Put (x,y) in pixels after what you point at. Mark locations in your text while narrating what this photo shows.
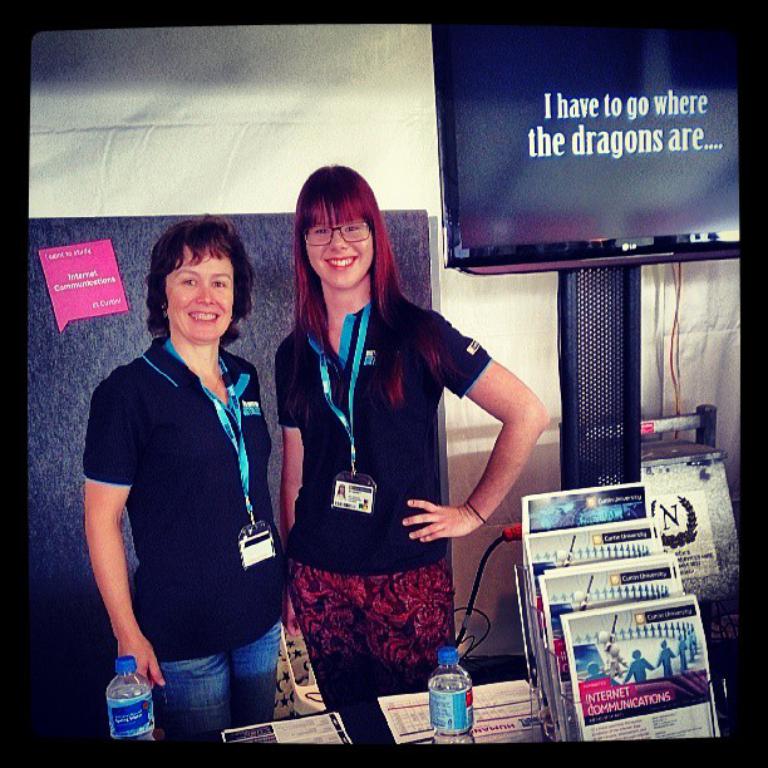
There are two women (277,544) standing and wearing tags (233,410). In front of them there is a platform (362,707) with bottles (463,723), papers (408,721). Also there is a stand (556,666) with books (566,628). In the back (528,238) there is a television (597,191) on a stand (606,401). In the background (160,138) there is a wall (206,125).
